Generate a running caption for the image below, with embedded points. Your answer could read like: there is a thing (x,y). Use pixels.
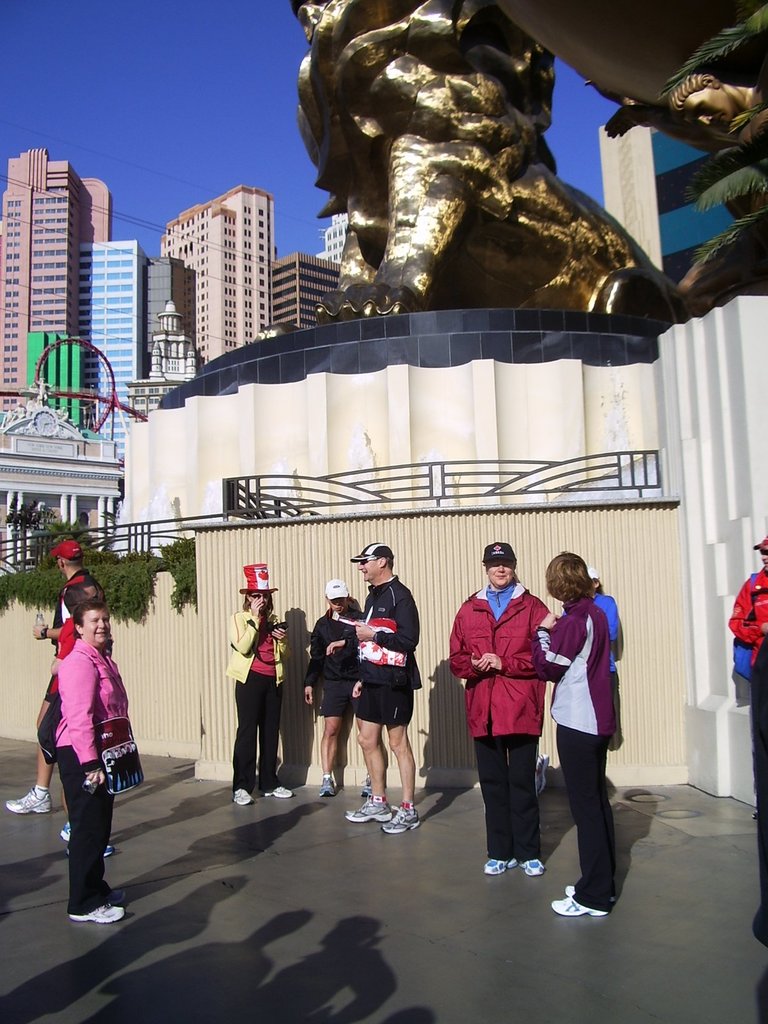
This image is clicked on the road (516,934). There are people (539,701) standing on the road (429,795). Behind them there is a wall (566,374). There is a sculpture (470,123) on the wall (601,571). In the background (167,269) there are buildings (140,349). At the top (193,110) there is the sky (232,122).
